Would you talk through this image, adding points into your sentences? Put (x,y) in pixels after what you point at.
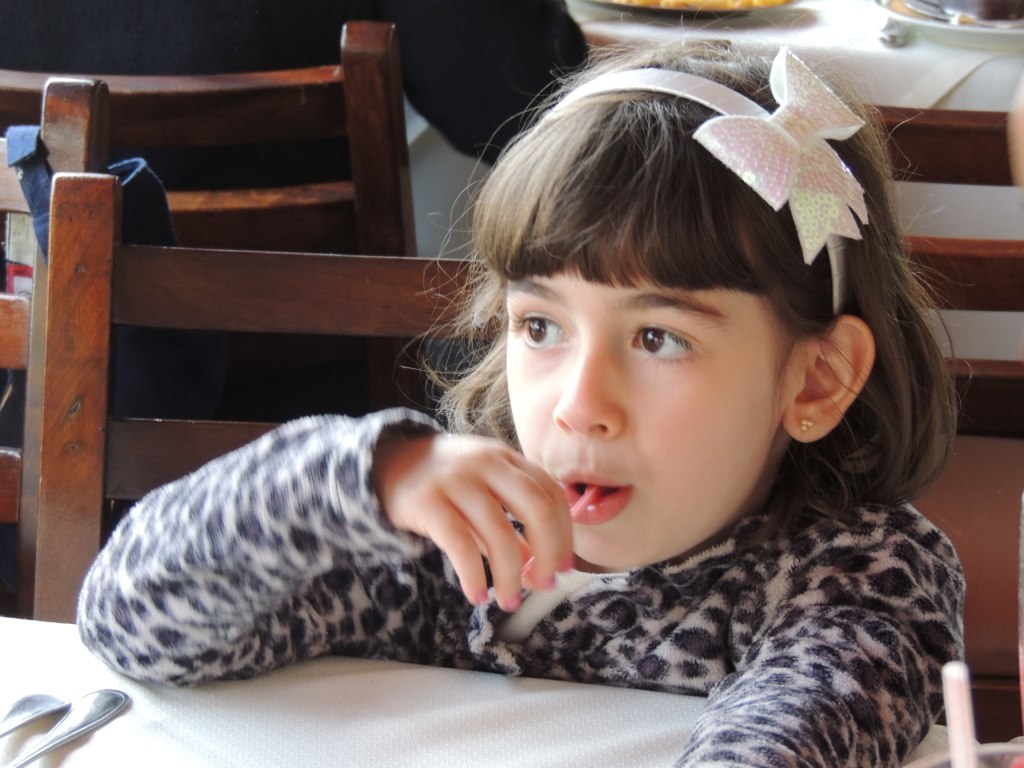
In the image we can see there is a girl (581,530) who is sitting on chair (57,542).
